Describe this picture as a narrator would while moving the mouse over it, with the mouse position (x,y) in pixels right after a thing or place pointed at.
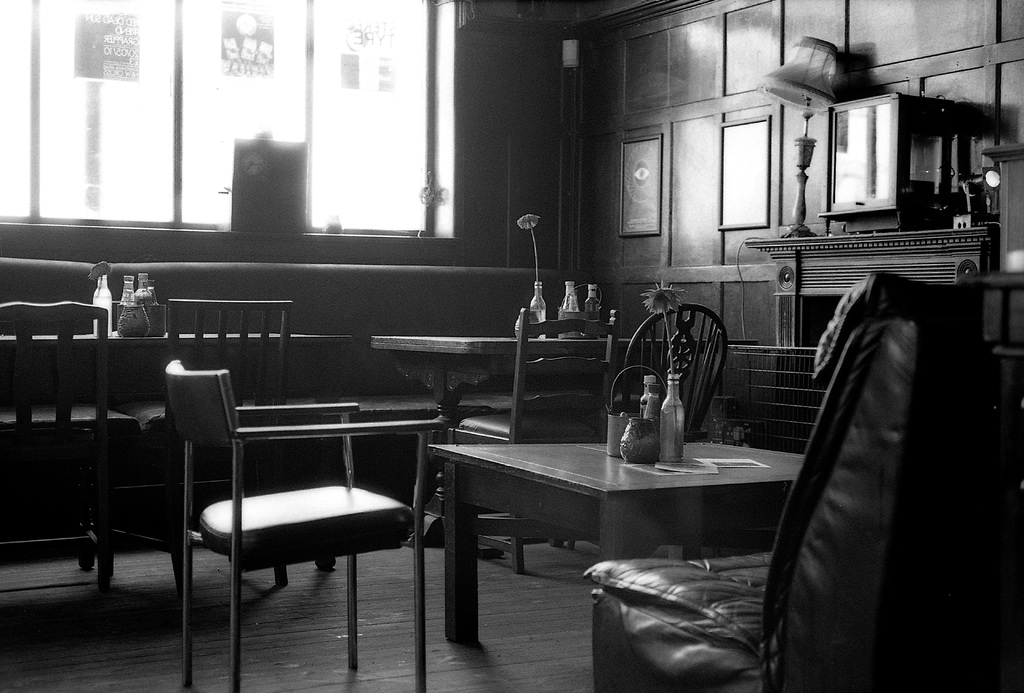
In this picture I can see some chairs (380,425), tables (430,451), on the table (442,462) some objects (664,436) are placed.
